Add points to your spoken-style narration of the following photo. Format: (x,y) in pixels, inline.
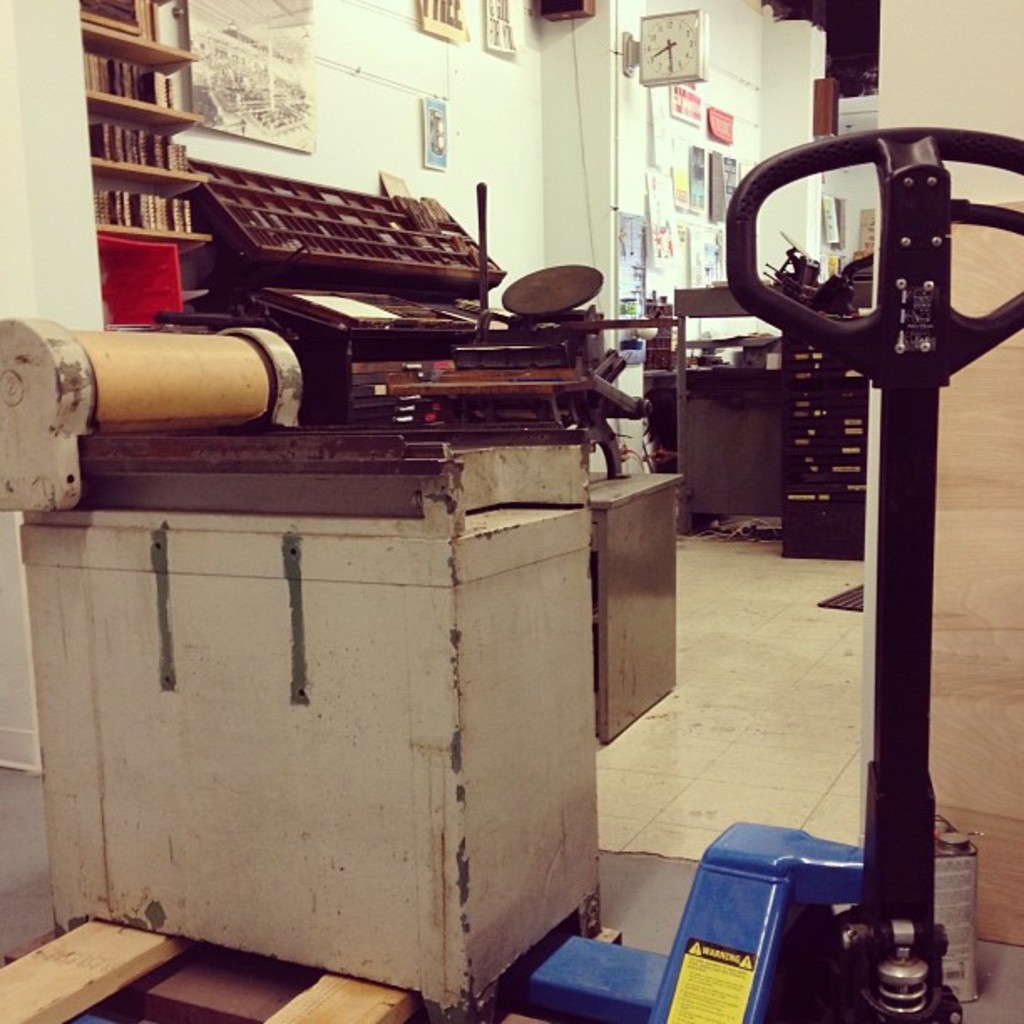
In this image I can see few machines (579,313), few books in the racks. In the background (664,74) I can see the clock (668,73) and few papers (676,191) attached to the wall (529,117) and the wall (509,93) is in white color.
